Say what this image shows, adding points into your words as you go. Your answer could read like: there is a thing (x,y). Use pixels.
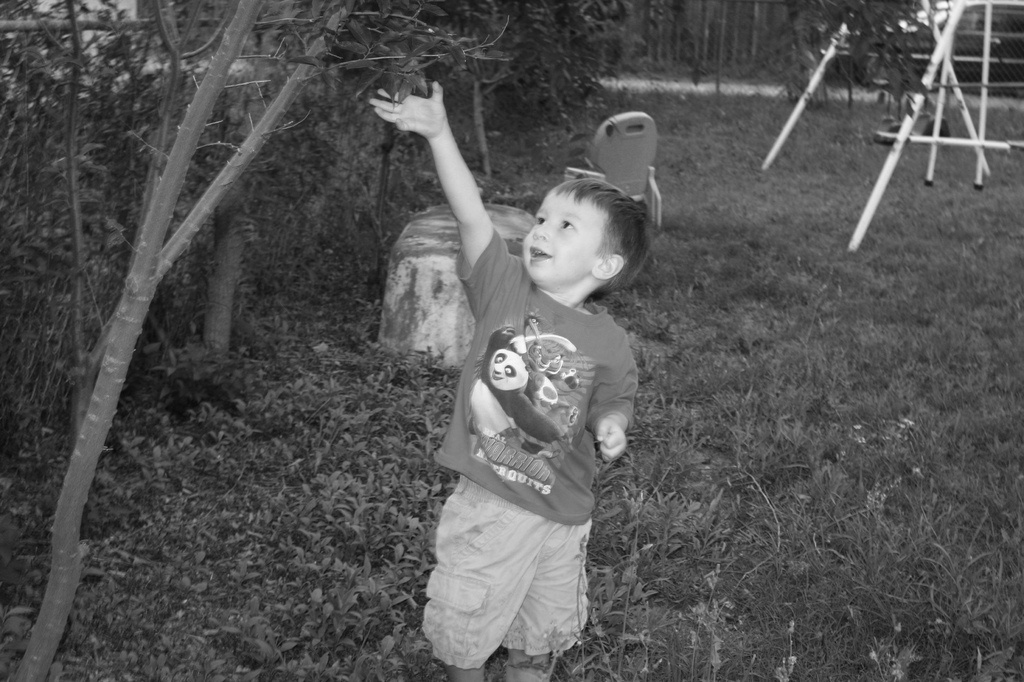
There is a kid (559,383) standing on a greenery ground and touching leaves (397,87) above him and there is a fence (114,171) beside him and there are some other objects (842,25) behind him.
